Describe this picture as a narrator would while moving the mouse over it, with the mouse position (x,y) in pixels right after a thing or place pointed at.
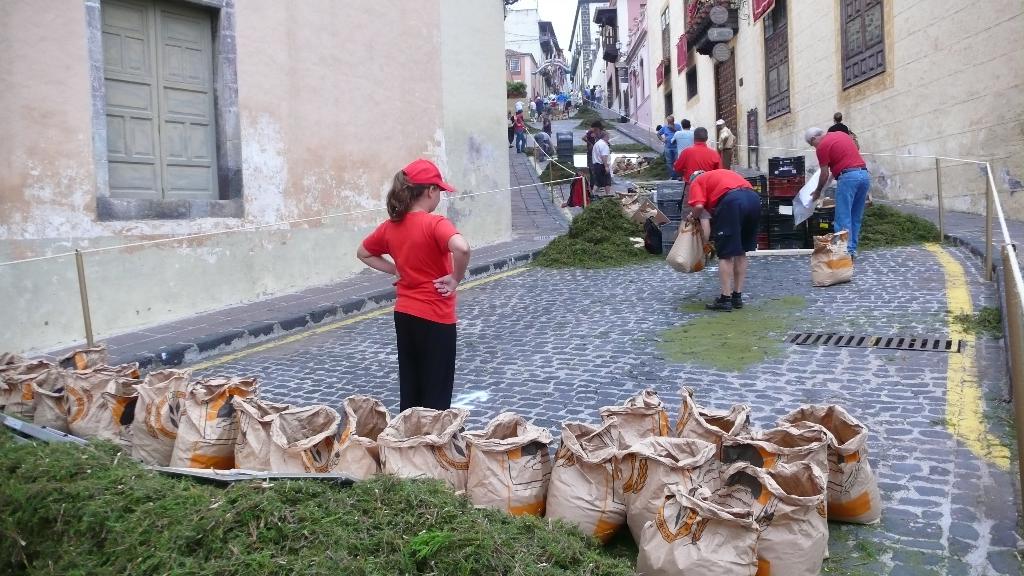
In the image we can see there are people (416,267) standing on the ground (780,338) and there are sack bags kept on the ground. Behind there is a slope (540,223) and people (542,153) are standing on the slope (537,168). On the other side of the ground (458,294) there is grass (252,548).
